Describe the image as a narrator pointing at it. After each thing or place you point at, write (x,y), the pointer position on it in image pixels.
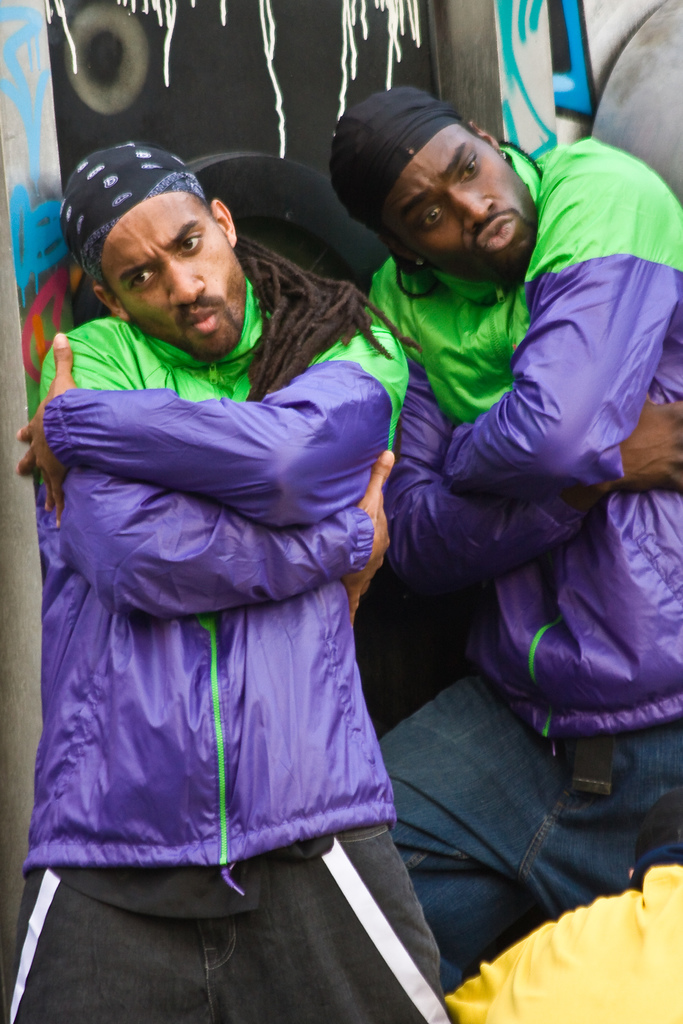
In this picture there are people (419,451) wore cap (369,151). In the background of the image (315,41) we can see wall (449,31) and objects (270,185).
